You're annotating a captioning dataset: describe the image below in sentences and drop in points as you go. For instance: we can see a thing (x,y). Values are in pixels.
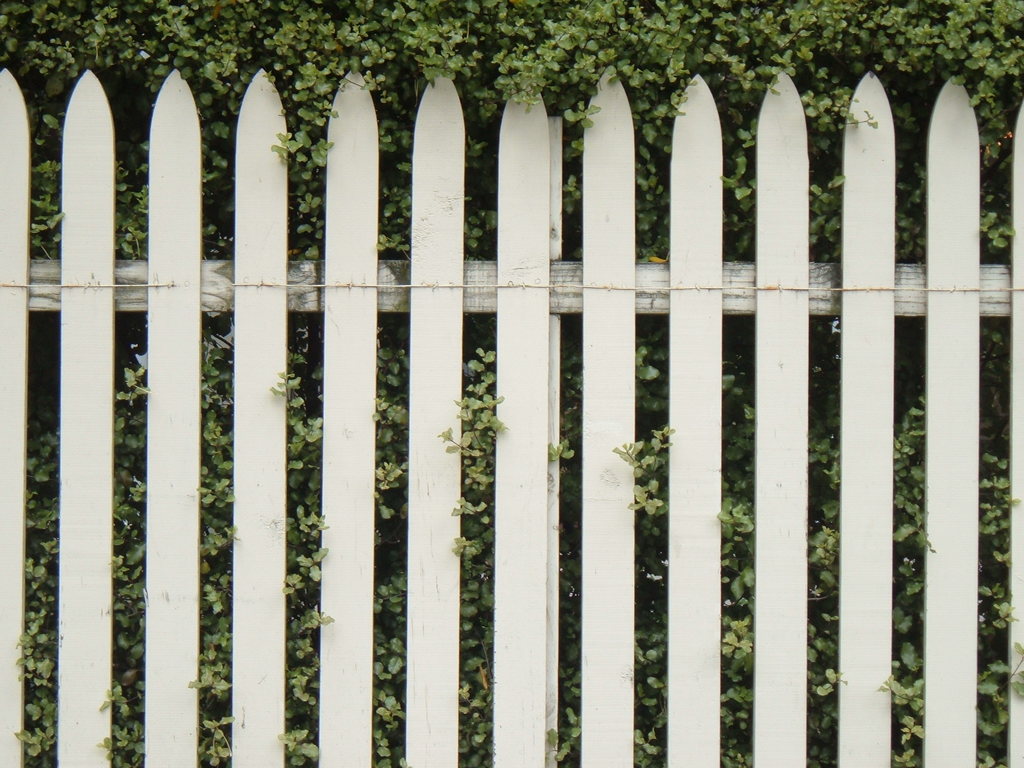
In this picture I can see there is a fence (962,528) and there are plants (483,526) behind the fence (531,708).
